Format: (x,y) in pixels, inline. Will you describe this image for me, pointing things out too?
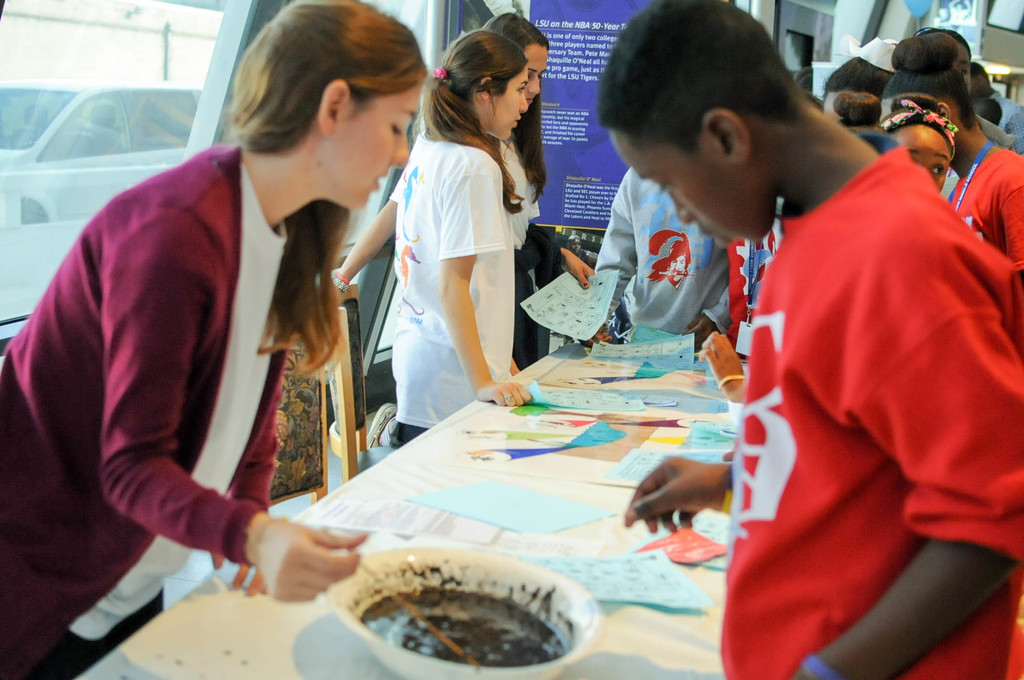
In this image I can see number of people (513,400) are standing. In the centre of this image (445,446) I can see a table (181,628) and on it I can see number of papers (686,348), a white colour bowl (488,576) and in it I can see brown colour thing (454,617). In the background (584,98) I can see a blue colour board (565,178) and on it I can see something is written. I can also see a vehicle (163,104) on the left side of this image (144,119).
